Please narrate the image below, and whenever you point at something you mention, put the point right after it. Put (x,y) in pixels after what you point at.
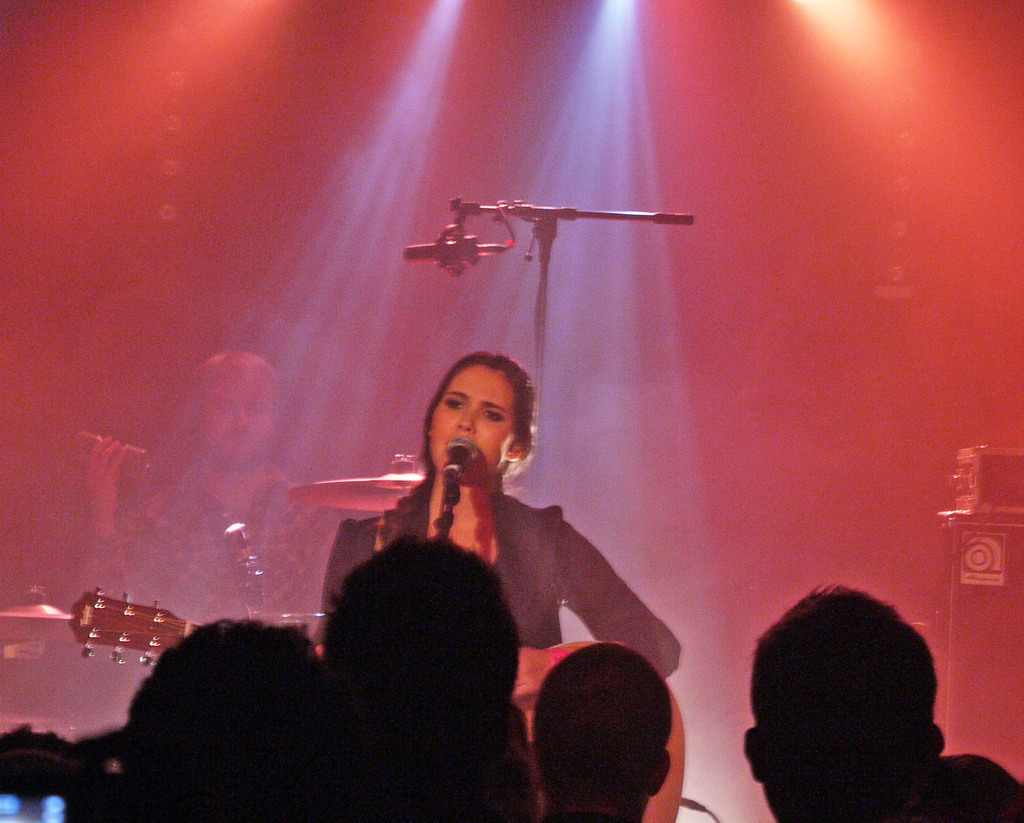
As we can see in the image there are few people (551,570). The women (503,515) who is sitting here is holding guitar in her hand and singing on mic (462,463) and this man (248,445) is playing musical drums (307,488).
